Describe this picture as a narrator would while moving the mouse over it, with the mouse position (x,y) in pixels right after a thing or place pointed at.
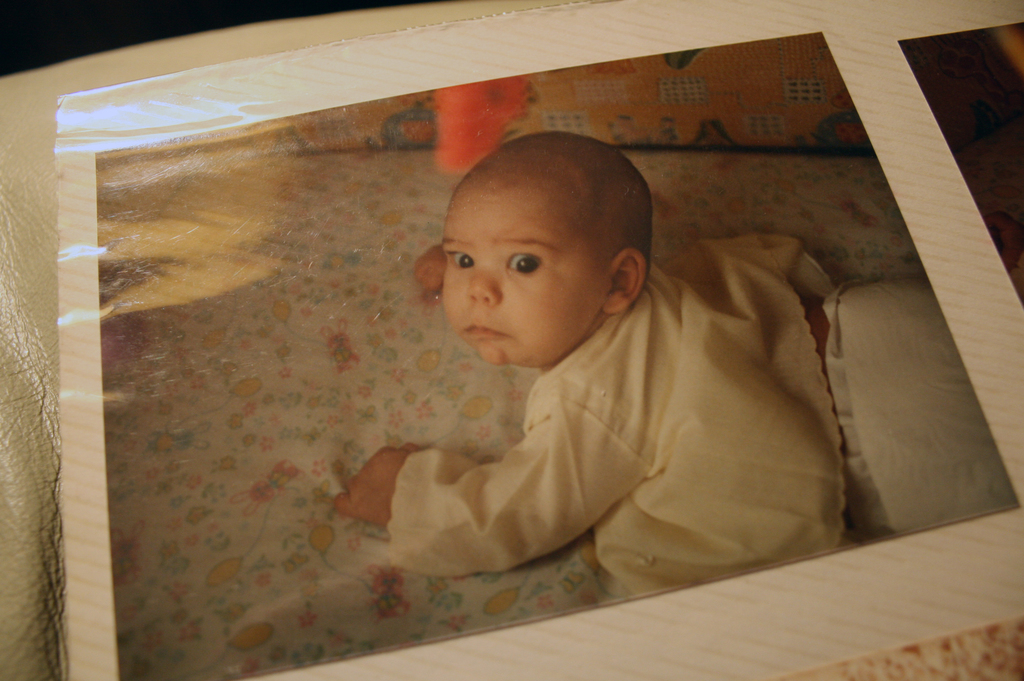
In the image we can see a photograph of the baby (711,318) lying and the baby (705,390) is wearing clothes (689,416).
